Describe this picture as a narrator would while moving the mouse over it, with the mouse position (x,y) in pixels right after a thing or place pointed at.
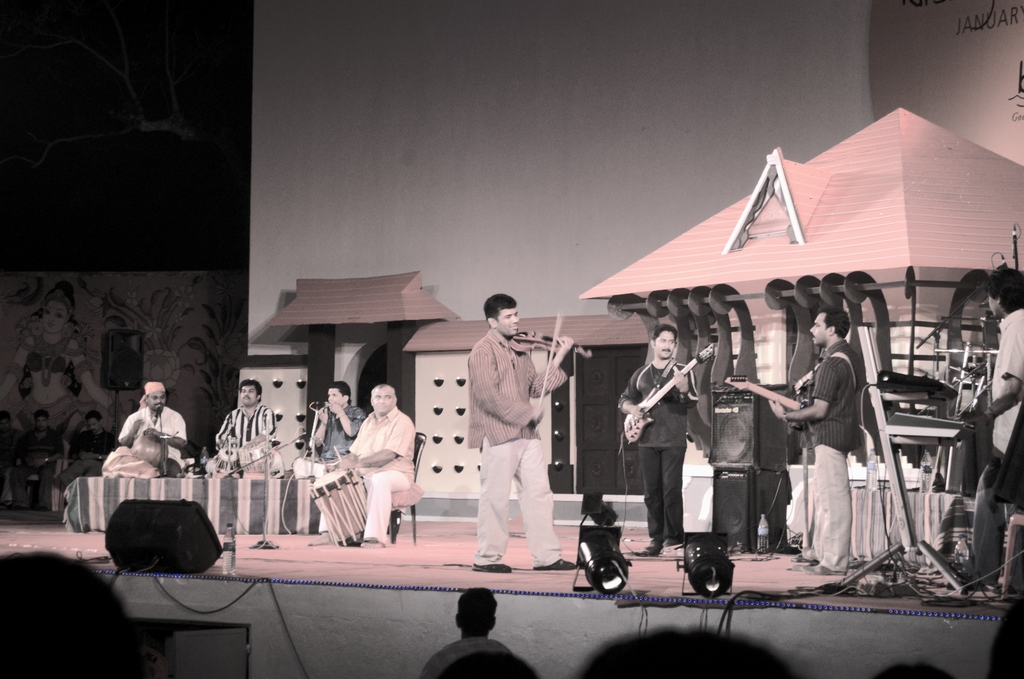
In this image, There are some people (842,503) standing in the right side (811,395) they are holding some music instruments (546,382), In the left side (291,467) there are some people (160,428) sitting and holding some music instruments (356,492), In the background (596,114) there is a white color wall (468,166) and there is a shed (833,273) in pink color.
